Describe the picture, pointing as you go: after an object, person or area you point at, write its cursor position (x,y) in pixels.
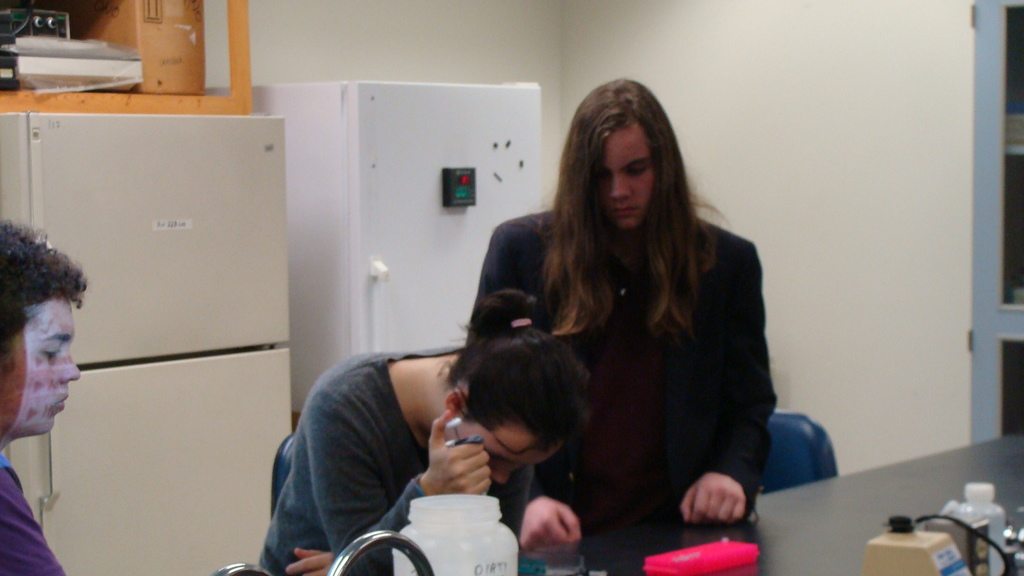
In this image we can see two women (578,299) standing. In that a woman (471,471) is holding an object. We can also see a table (778,516) beside them containing a metal pole (419,558), some containers (516,547), wire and some objects (894,519) placed on it. On the left side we can see a person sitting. On the backside (161,45) we can see a cardboard box (145,66) and a device (45,62) placed on a refrigerator (229,280) and an electrical device (320,220) beside it. We can also see a cupboard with racks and a wall (732,225).
